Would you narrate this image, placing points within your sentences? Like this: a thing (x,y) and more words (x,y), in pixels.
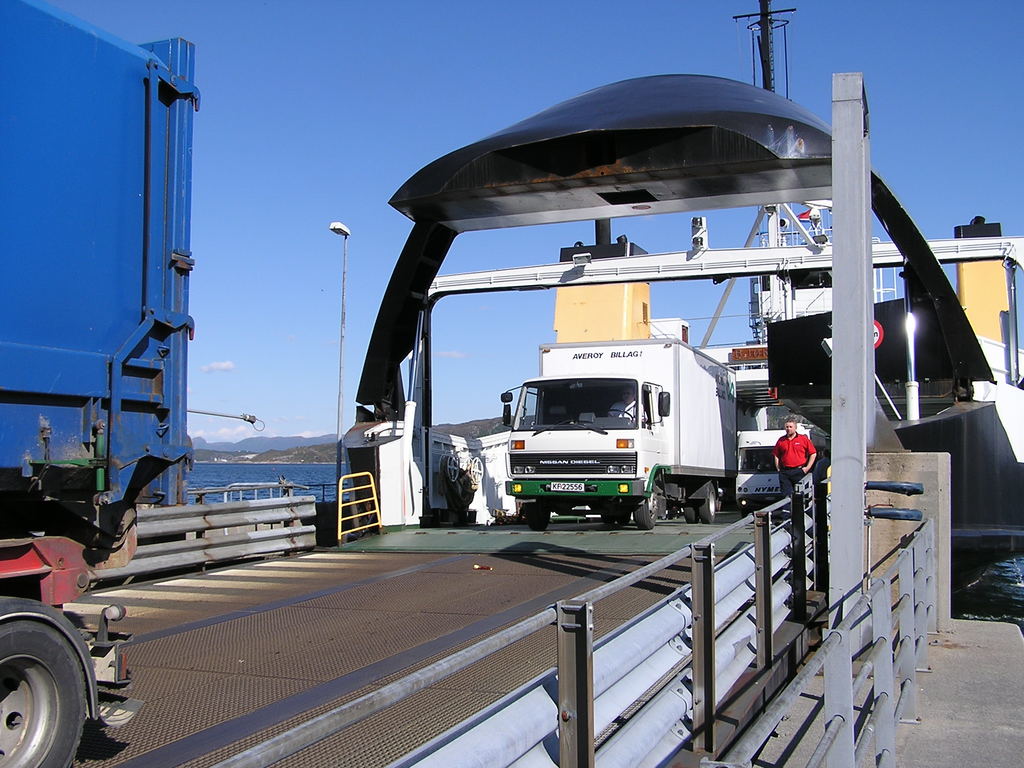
This image is clicked on the road (497,540). There are vehicles (668,394) moving on the road (519,527). Beside the road (665,544) there are railings (586,640). There is a person (785,466) standing near the railing (795,500). In the background (288,469) there are mountains (245,447) and water (315,465). At the top (365,93) there is the sky (454,63). There are street light poles (341,431) and a ladder (365,503) in the image.
